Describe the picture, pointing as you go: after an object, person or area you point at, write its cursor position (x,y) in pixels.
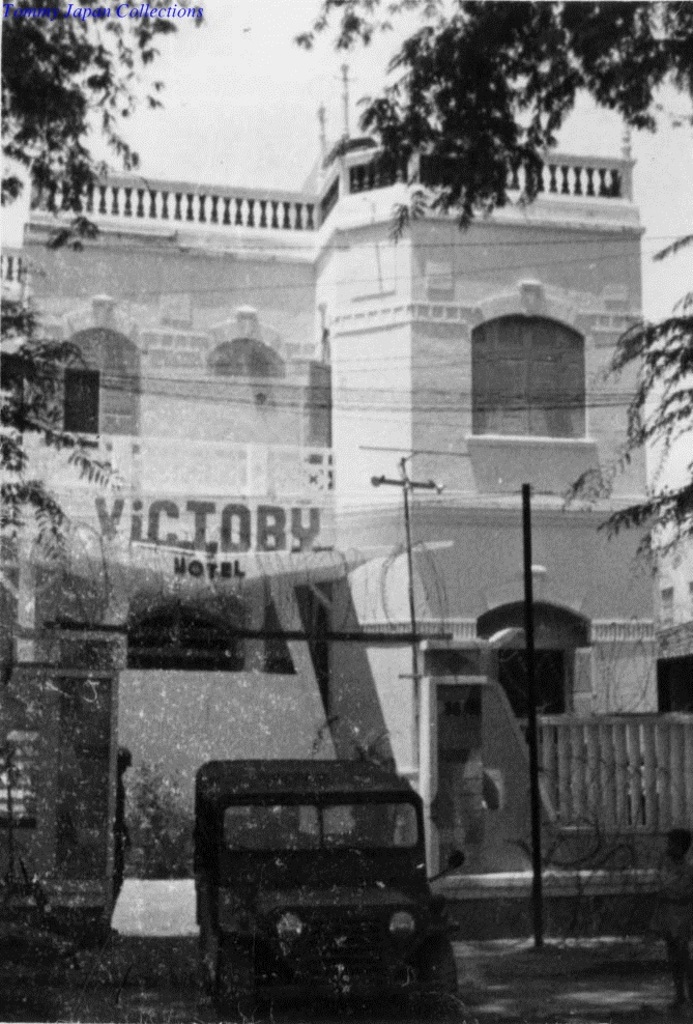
In this image in the center (451,348) there is one building (187,576), and in the foreground (320,898) there is one vehicle (404,821) on the right side (533,712) there is one pole (527,620) and trees (448,78). And on the left side (113,795) there is one gate (115,796) and one person (119,805) is standing, at the bottom (85,989) there is a road (539,952). On the top of the image (308,78) there is sky (256,78).
